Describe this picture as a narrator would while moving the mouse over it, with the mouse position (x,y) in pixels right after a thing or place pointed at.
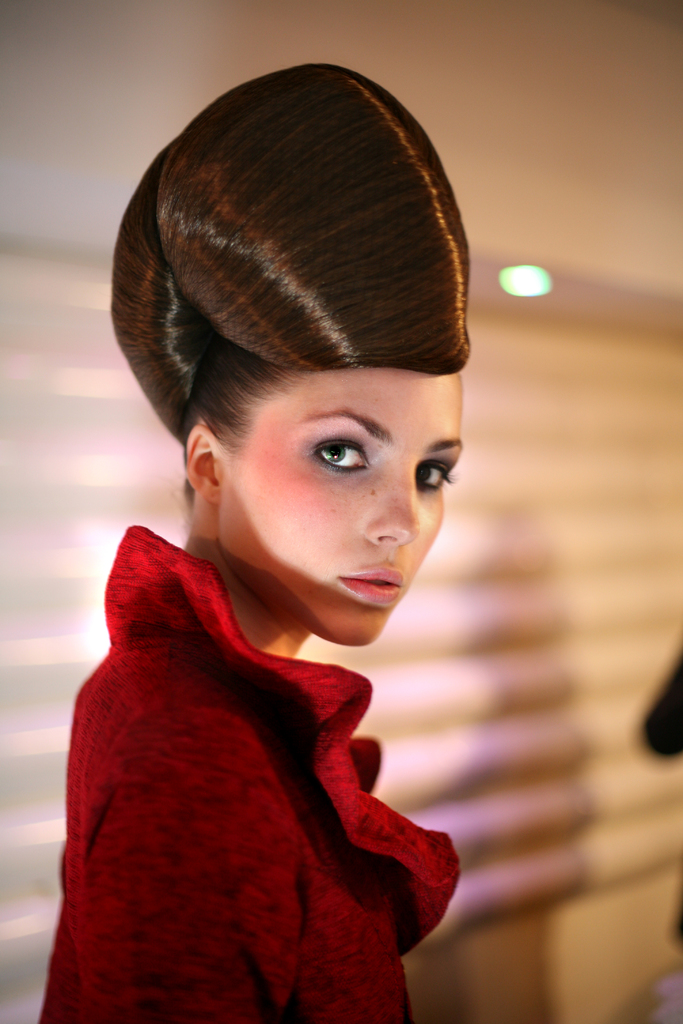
In this image we can see a girl (347,581). In the background (151,472) there is a shadow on the wall (482,330), light (529,270) and an object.
